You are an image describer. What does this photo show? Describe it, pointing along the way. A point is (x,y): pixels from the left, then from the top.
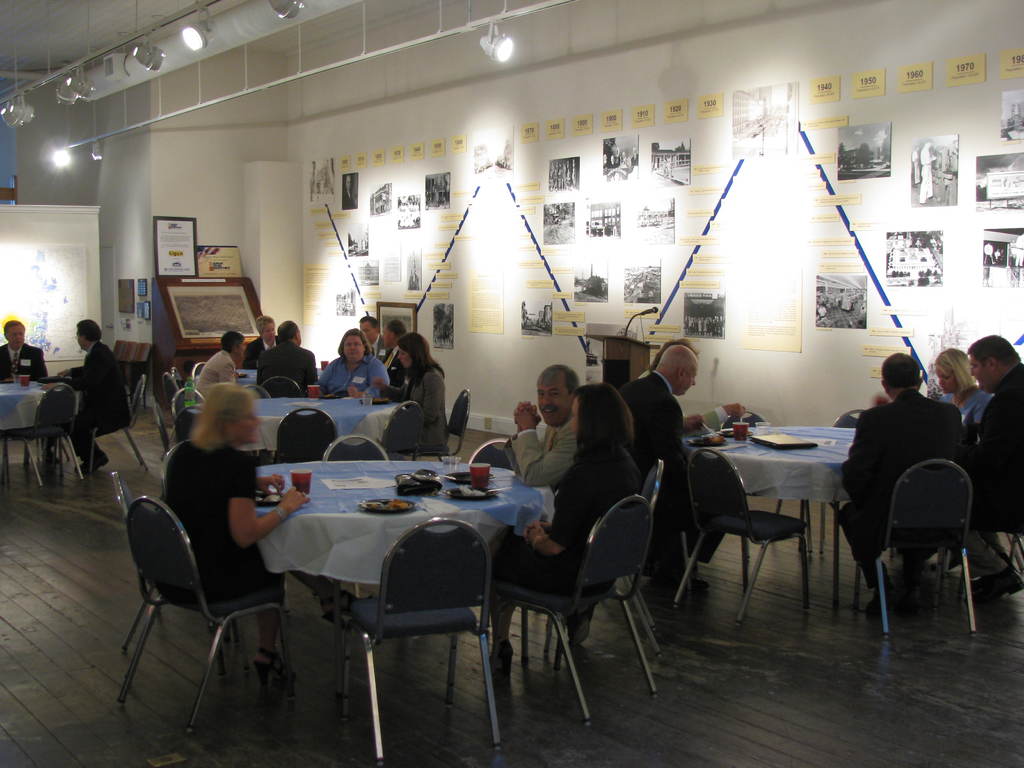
In this image i can see a group of people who are sitting on a chair (385,603) in front of the table (378,513) on the floor (739,667). On the table (391,490) we have food (461,490), glasses (310,485), plates (477,492) and other objects (416,482) on it. We have a white color wall (530,192) and lights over here.
